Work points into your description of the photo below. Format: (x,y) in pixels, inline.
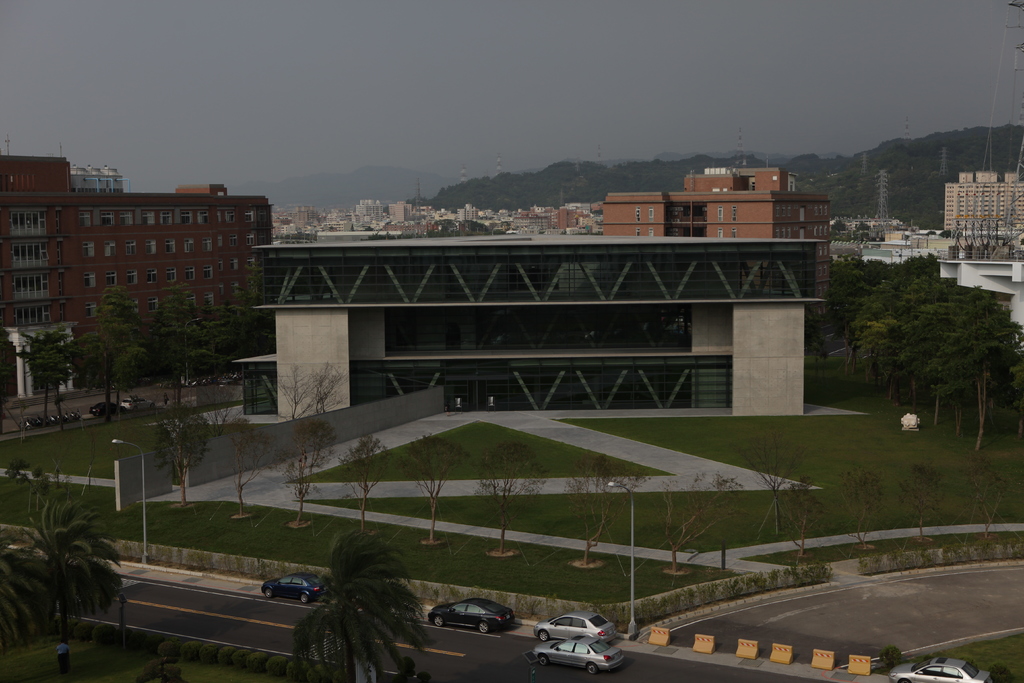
In this image we can see some buildings (497,398). On the bottom of the image (581,645) we can see some vehicles (562,651) on the road (479,644). We can also see some plants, grass (546,551), street poles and some trees (877,355). On the backside (869,187) we can see the some towers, hills (618,184) and the sky (732,114) which looks cloudy.
